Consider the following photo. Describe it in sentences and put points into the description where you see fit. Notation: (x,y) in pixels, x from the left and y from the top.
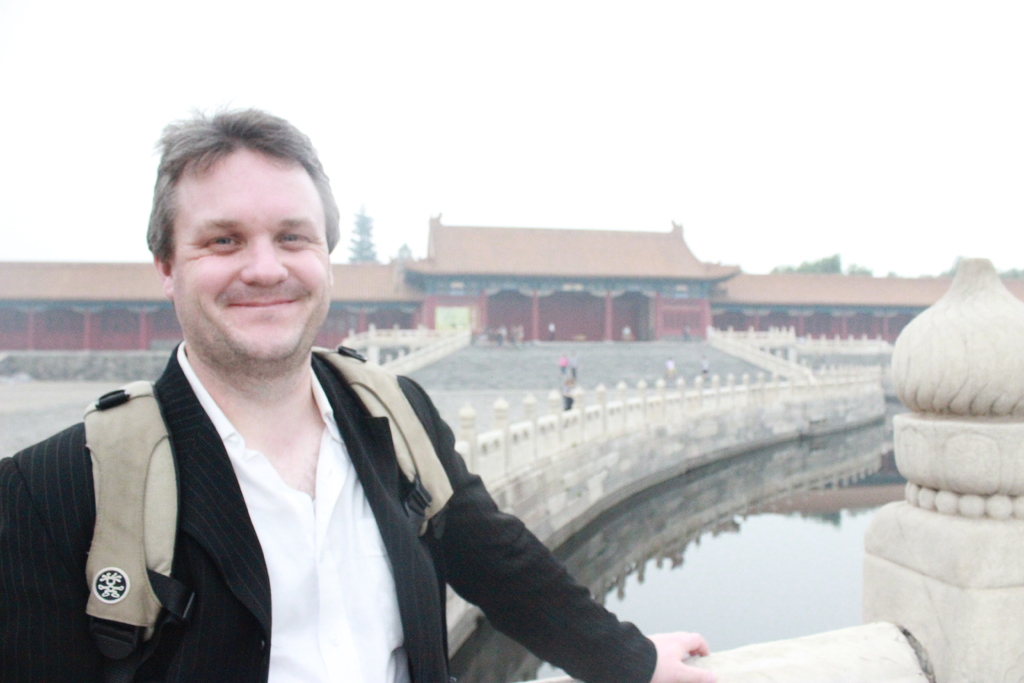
In this image we can see the man (255,548). And in the bottom right hand corner (740,578) we can see the lake (768,515). And in the background (658,264), we can see some house (710,299). And We can see the sky (864,97). And we can see trees (367,257).
